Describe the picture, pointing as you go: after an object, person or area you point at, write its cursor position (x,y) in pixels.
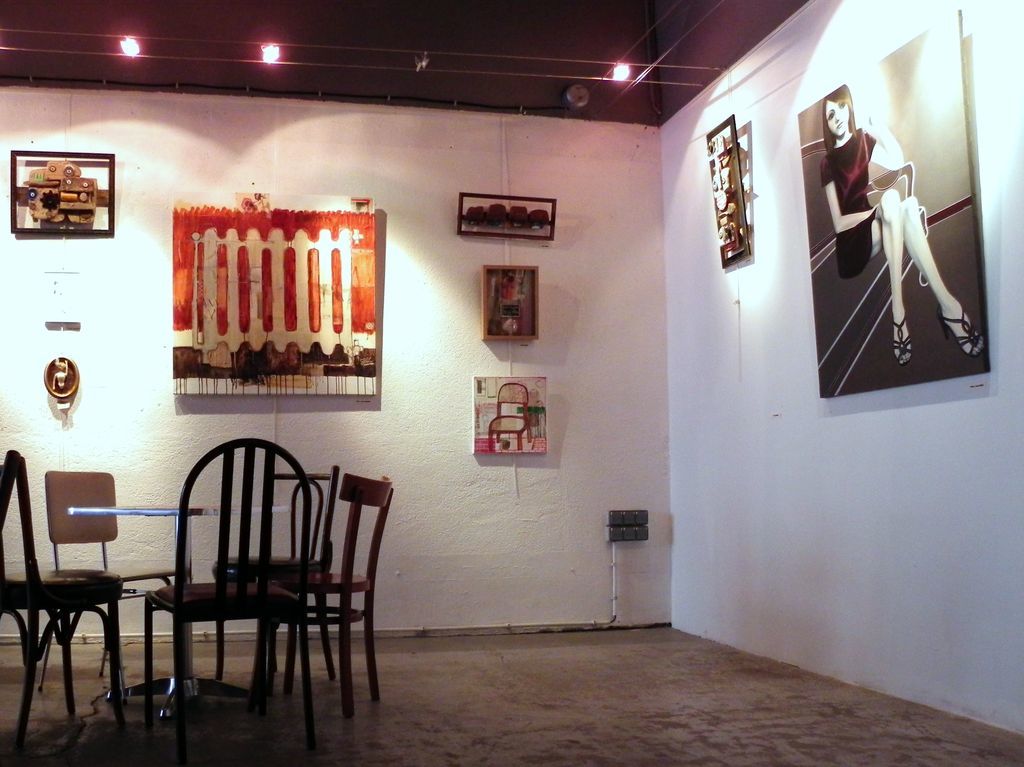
Inside a room (250,496) there is dining table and in the background (205,441) there is a wall (159,297) and there are many posters (514,277) attached to the wall (327,146), the wall (420,222) is of white color and there are three lights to the roof (362,75).
